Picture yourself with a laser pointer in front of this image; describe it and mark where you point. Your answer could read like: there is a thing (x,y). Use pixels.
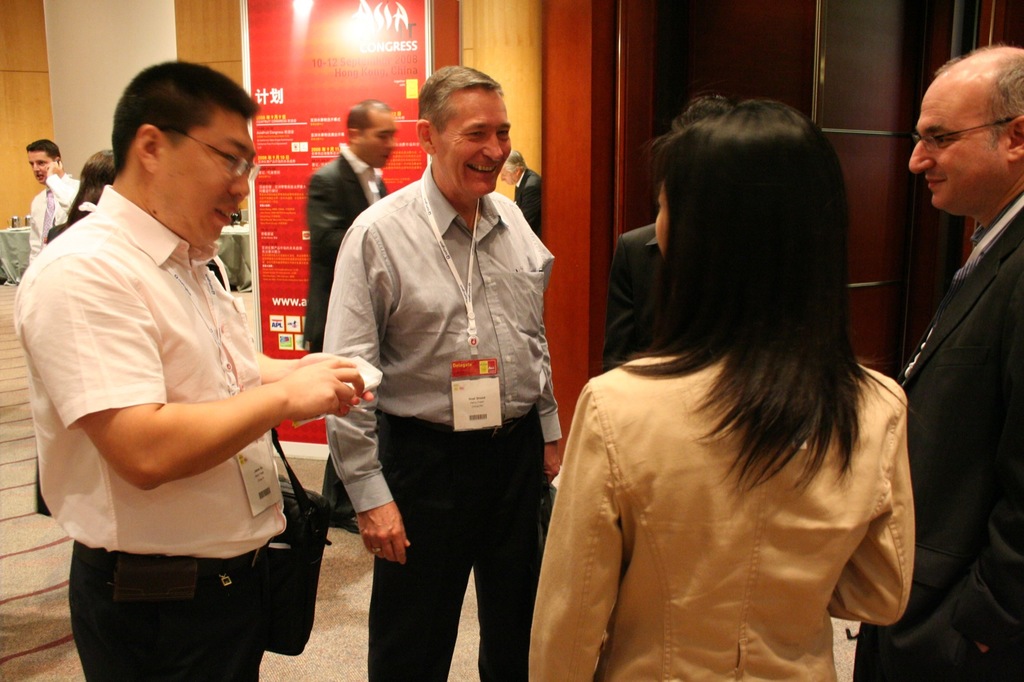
In this picture there is a group of old men and women (502,265), standing and discussing something. Behind there is a red color roller banner (327,50) and wooden panel wall (239,23). On the right side (820,42) there is a brown wooden door (706,76).
